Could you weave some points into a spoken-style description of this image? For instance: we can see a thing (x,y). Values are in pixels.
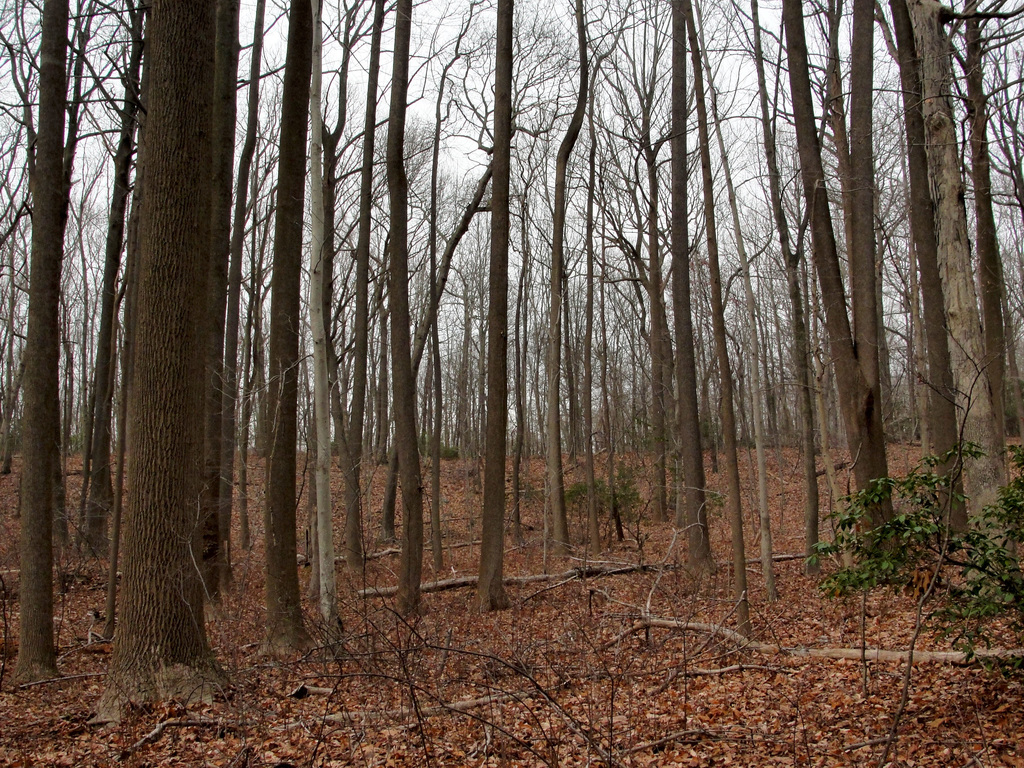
In this image I can see at the bottom (644,681) there are dried leaves (695,687), in the middle (397,269) there are very big trees (525,299). At the top (448,147) it is the sky (470,88).
